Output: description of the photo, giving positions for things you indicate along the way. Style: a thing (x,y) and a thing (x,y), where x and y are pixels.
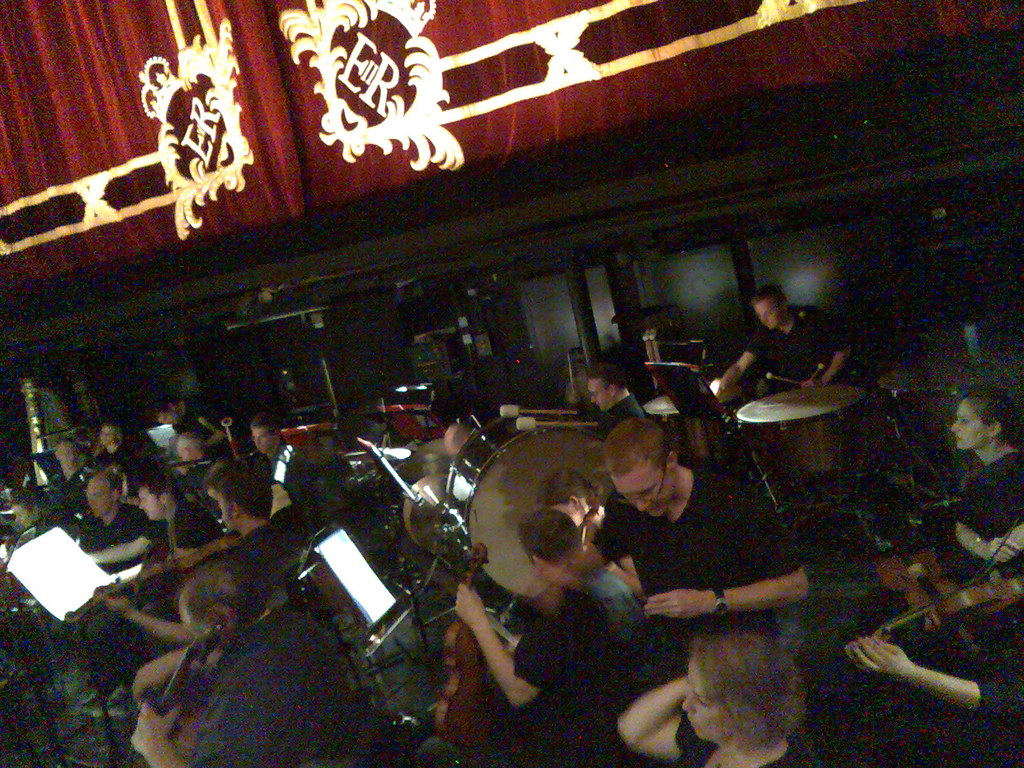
In this image I can see group of people (273,743) playing musical instrument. The person (699,562) in front (776,718) wearing black color dress (709,515) and I can see brown color background (99,69).
